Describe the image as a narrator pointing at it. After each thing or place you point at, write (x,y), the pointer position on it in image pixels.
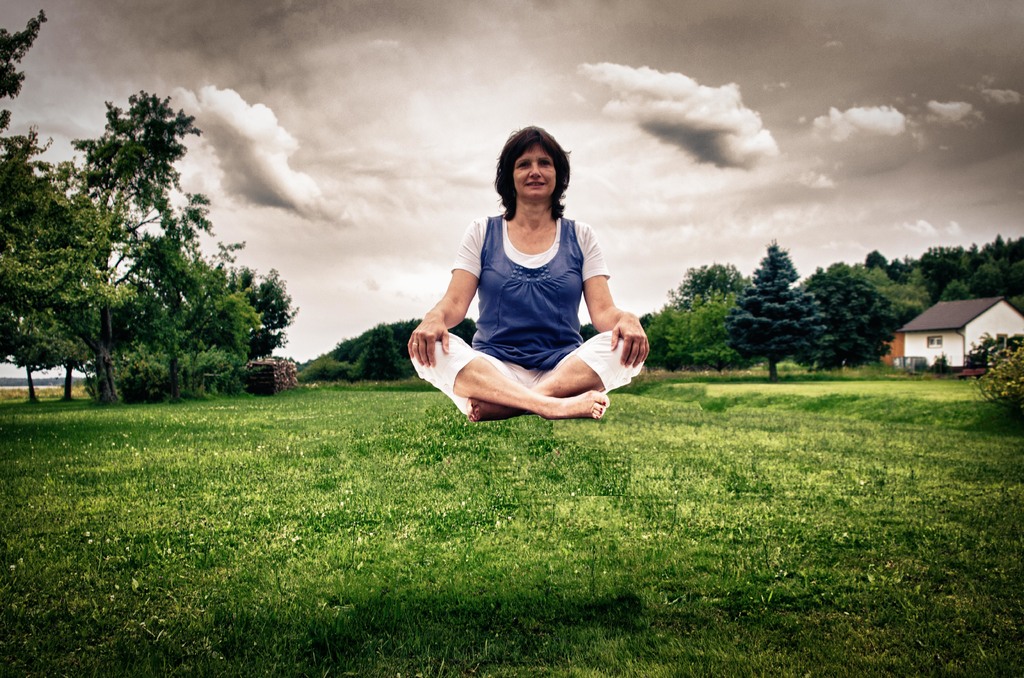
In this picture we can see a woman (557,305) is floating above the ground (589,495), at the bottom (417,573) there is grass (524,570), on the right side (957,339) we can see a house (954,320), in the background (918,312) there are some trees (888,320), we can see the sky (617,78) and clouds (482,79) at the top of the picture (368,78).
